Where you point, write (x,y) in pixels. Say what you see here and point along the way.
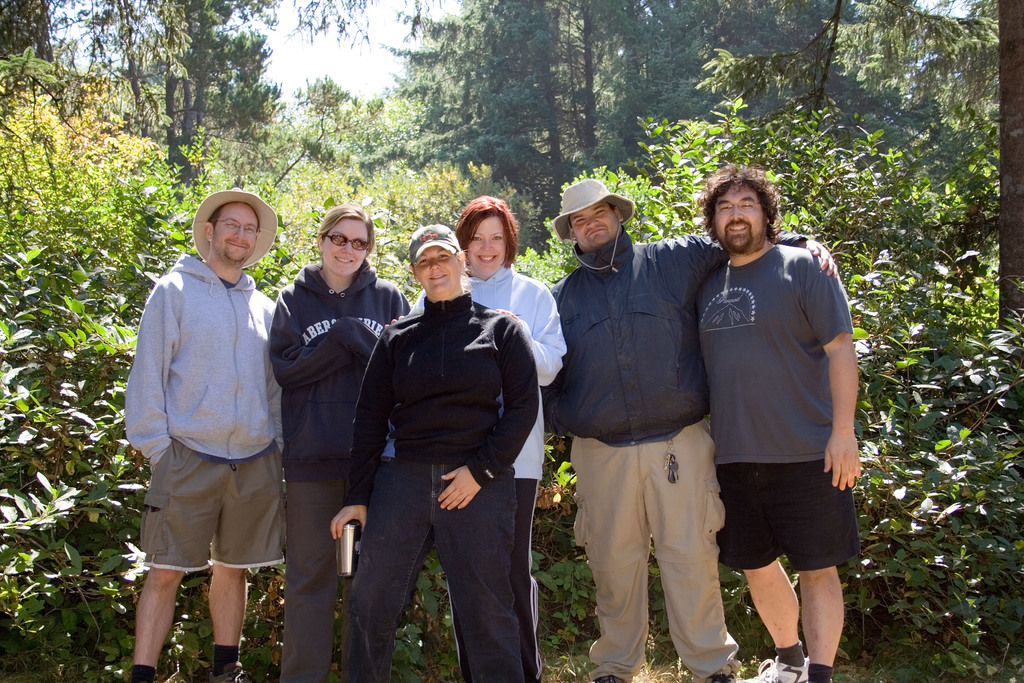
In this image there are people (543,397) standing, in the background (107,411) there are trees (832,101).
